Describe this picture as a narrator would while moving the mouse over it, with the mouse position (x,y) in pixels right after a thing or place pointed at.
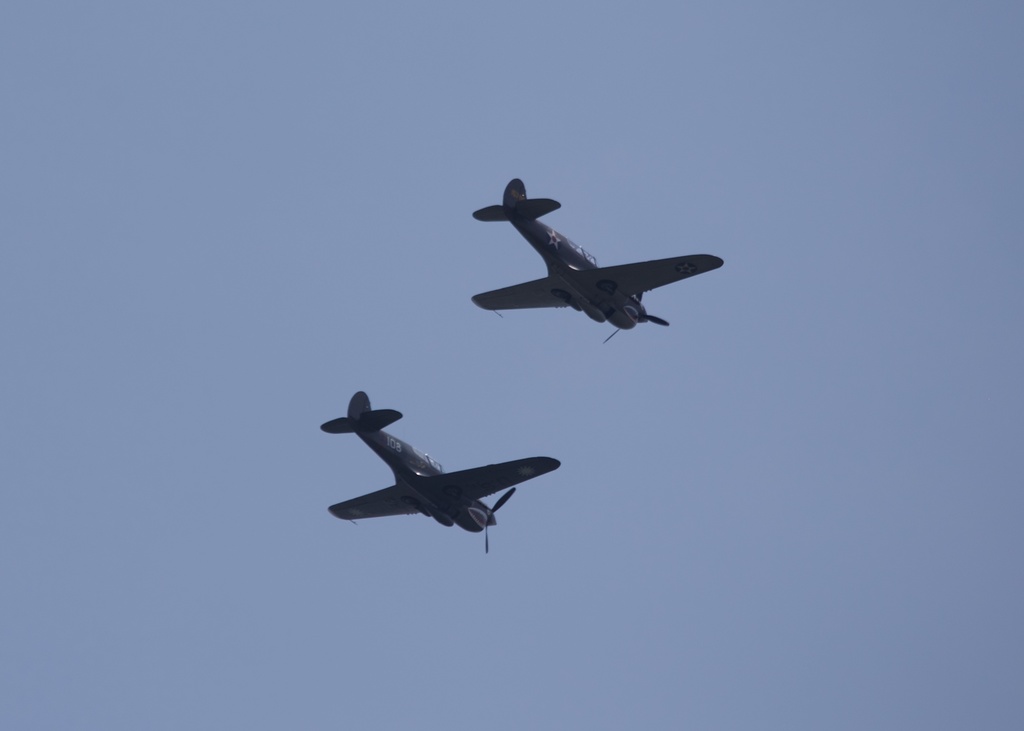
In this image we can see aeroplanes (658,319) in the air (207,457).
